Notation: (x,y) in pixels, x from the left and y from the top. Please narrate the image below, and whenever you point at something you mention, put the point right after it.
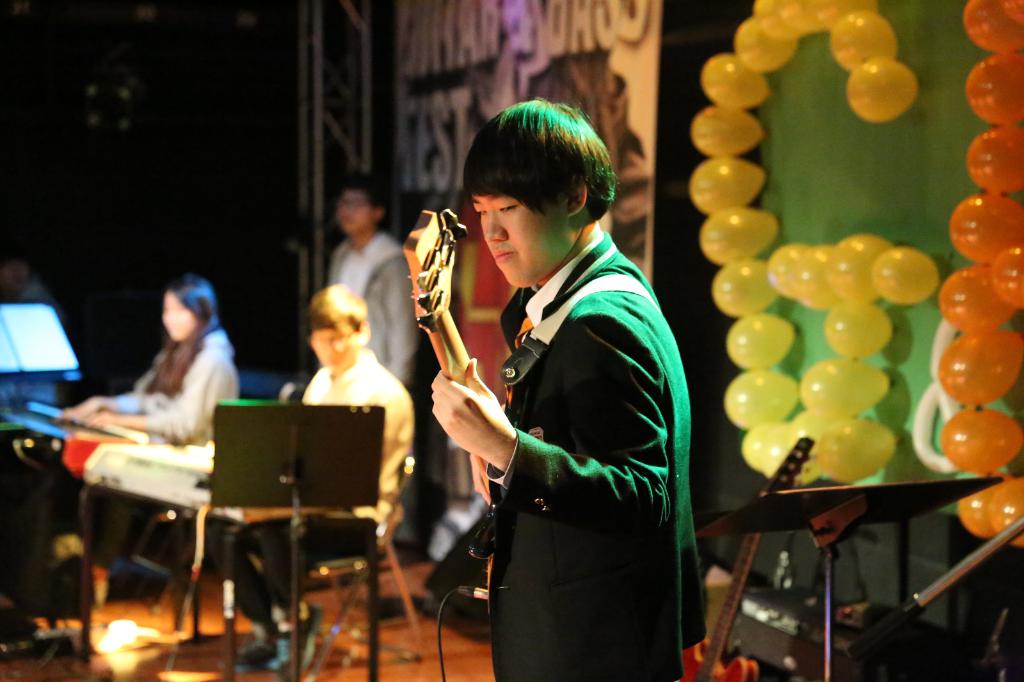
In the picture I can see a person (538,534) wearing a black color dress (592,601) is holding a guitar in his hands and playing. The background of the image (456,565) is slightly blurred, where we can see a few people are sitting, we can see few objects (25,400), we can see balloons (955,423) on the right side of the image (803,332), I can see a banner (642,131) and the background of the image (12,189) is dark.
